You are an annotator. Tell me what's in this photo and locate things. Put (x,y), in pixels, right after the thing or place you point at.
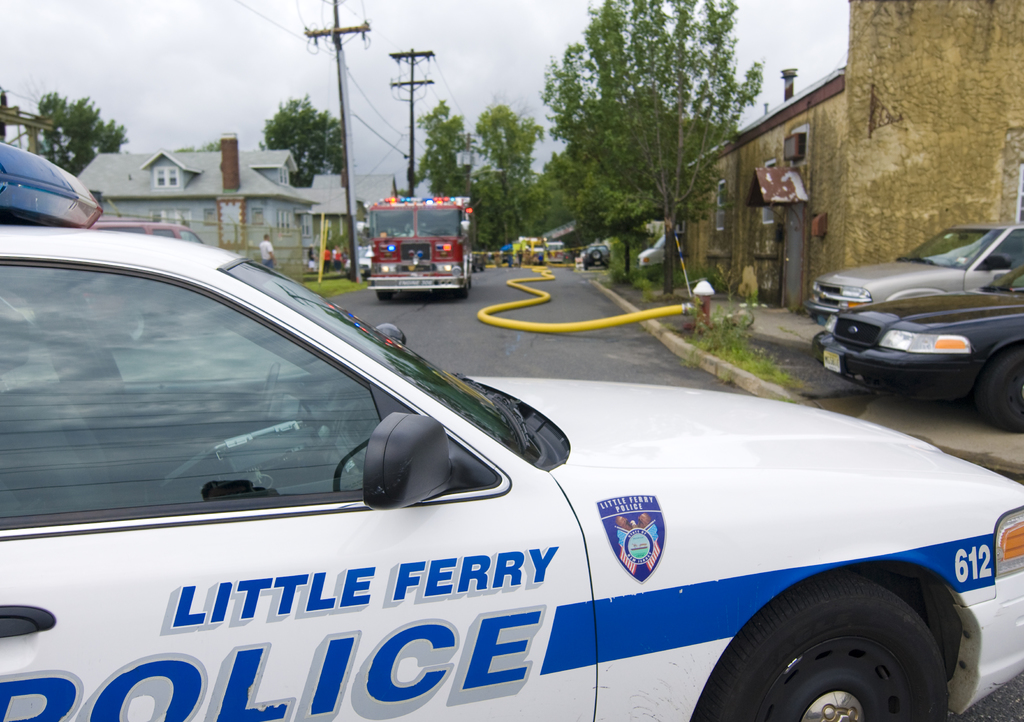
In this picture we can see vehicles (359,562) on the road (338,297) with trees (294,182), houses (781,214) and electric poles (313,31) on either side. Here we can also see a tap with a water pipe (581,322) on the right side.
